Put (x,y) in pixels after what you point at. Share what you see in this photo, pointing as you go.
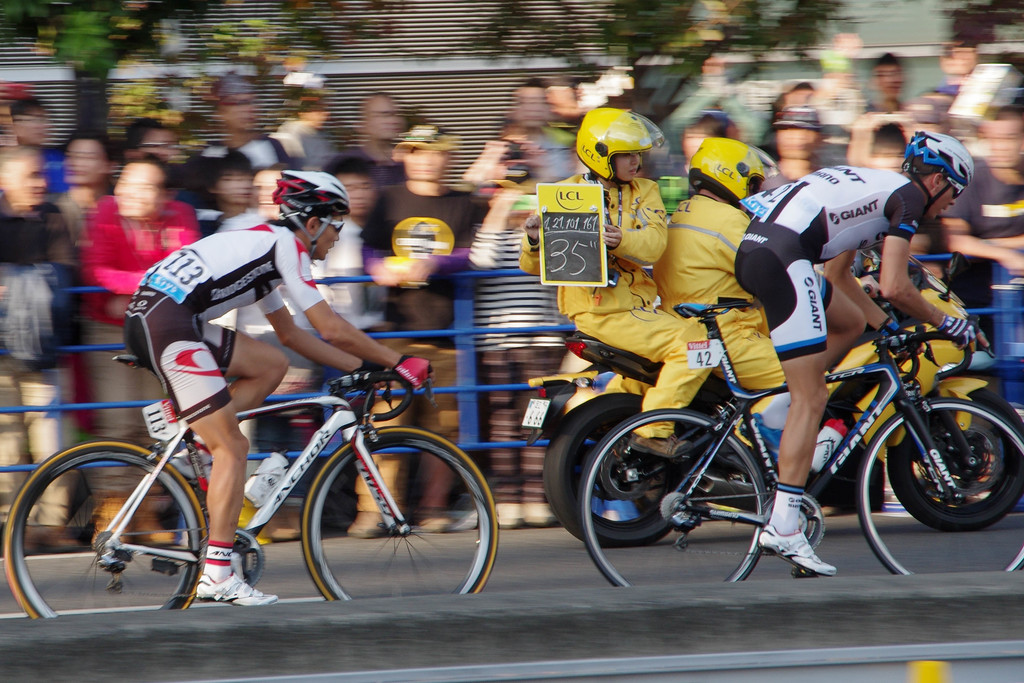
In this image I can see there are few persons (762,203) riding on the bicycle (863,495) and two persons (704,263) sitting on bike (562,382) and in the background (310,150) I can see few persons (449,225) standing in front of the blue color fence (481,273) and trees (757,3).
